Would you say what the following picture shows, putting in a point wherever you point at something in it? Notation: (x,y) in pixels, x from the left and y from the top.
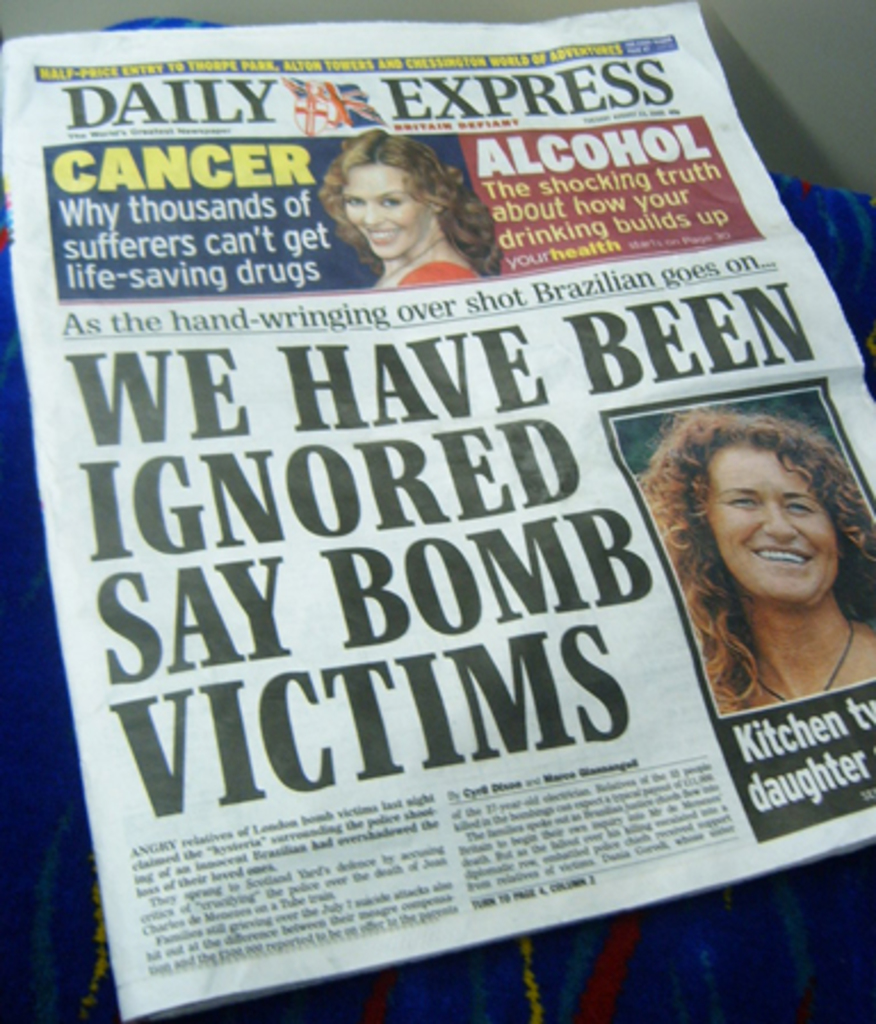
In this image we can see a newspaper (538,150) on which two woman photos (791,544) and some text (548,701) are present.
